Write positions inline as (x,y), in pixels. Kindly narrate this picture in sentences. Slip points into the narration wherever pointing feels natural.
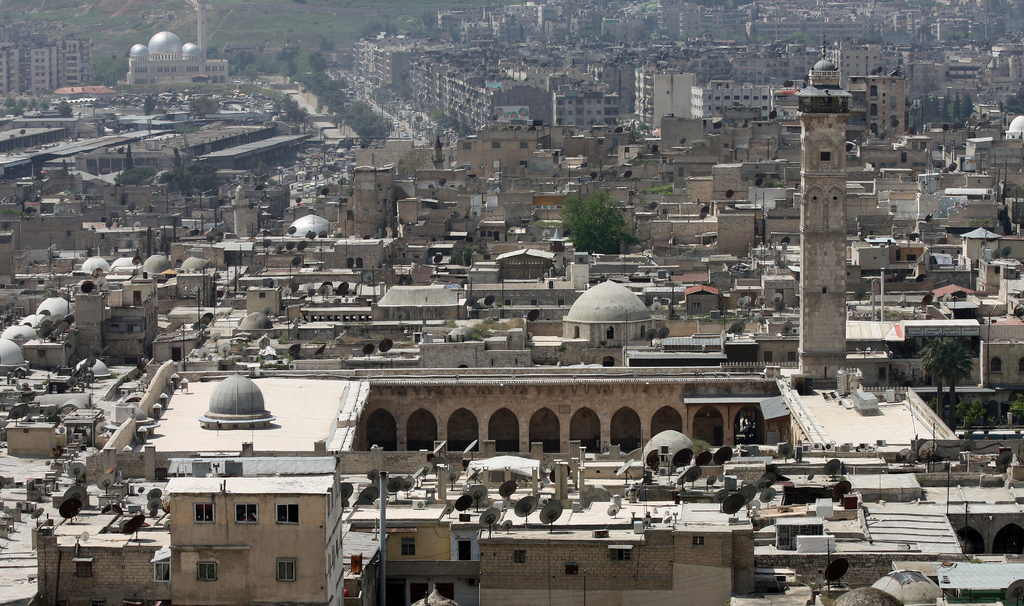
In this image we can see buildings (165,421), trees (289,53).
